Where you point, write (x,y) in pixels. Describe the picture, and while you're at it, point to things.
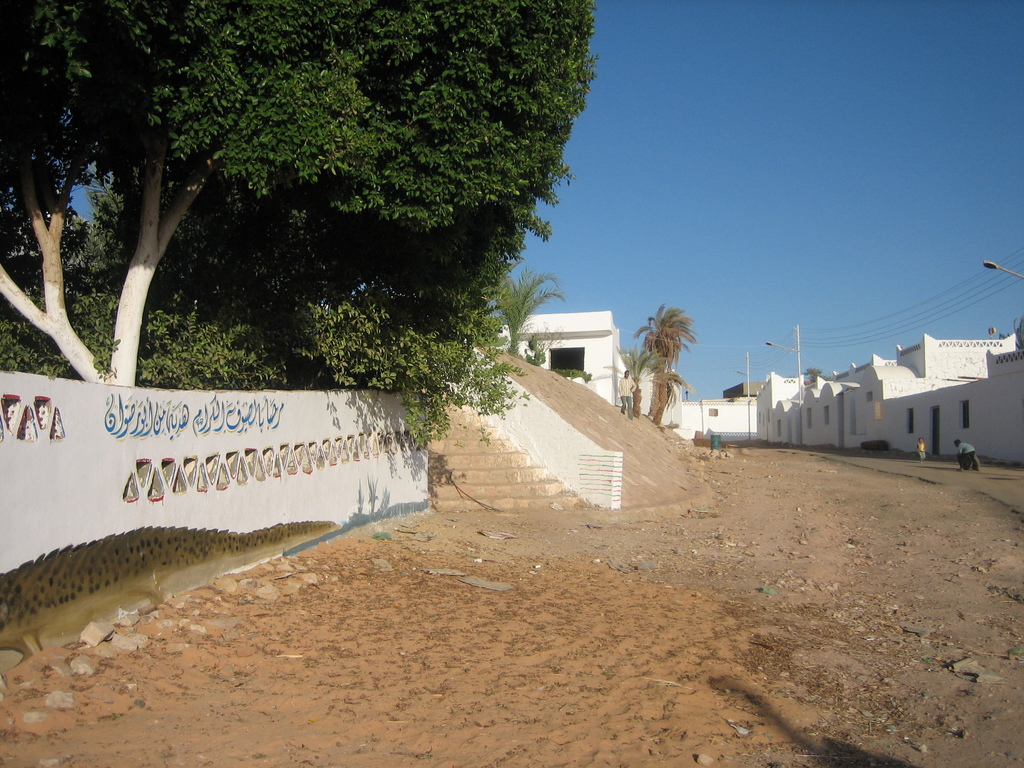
In this image we can see some buildings (545,331) with windows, some people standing on the ground (946,541) and some stones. We can also see a wall (20,550) with the pictures (169,532) and some text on it, a group of trees (321,358), some street poles (801,375), wires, a staircase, a drum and the sky (790,184) which looks clear.
